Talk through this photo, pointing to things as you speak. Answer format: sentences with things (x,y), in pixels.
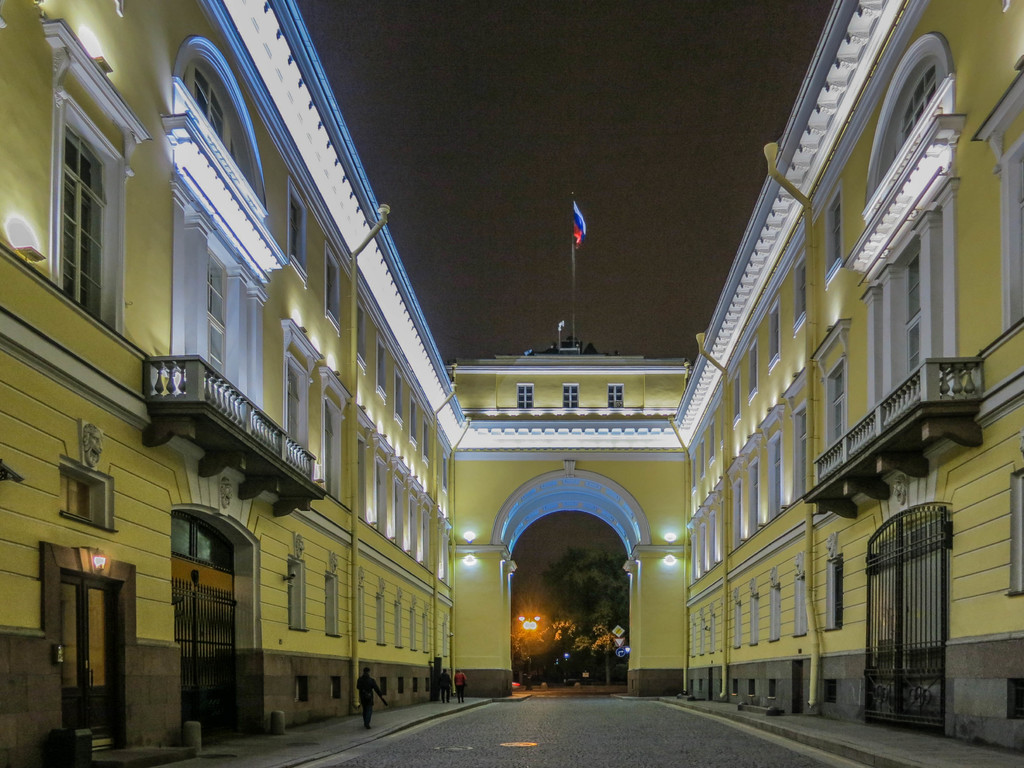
In this image we can see the flag (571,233) attached to the building (645,448) and we can see doors (944,644), railing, pillars (632,591), pipelines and persons (367,711) walking on the sidewalk (386,717). And there is the road (609,691), trees (552,628), board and lights (532,624).
